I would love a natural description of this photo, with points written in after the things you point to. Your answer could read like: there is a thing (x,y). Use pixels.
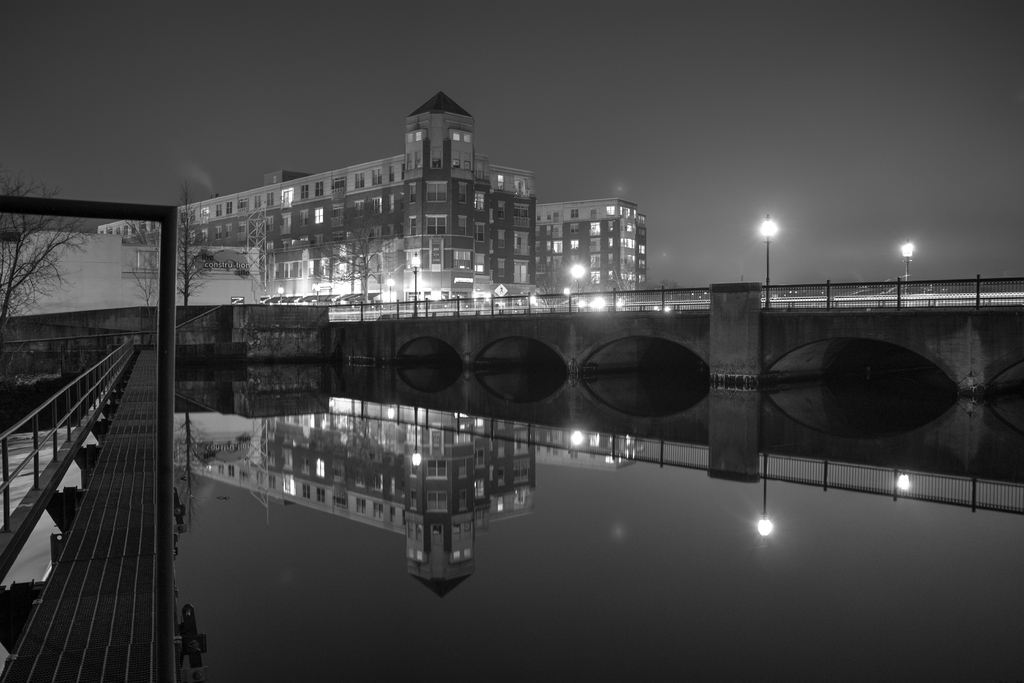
In this picture there is water (982,538) at the bottom side of the image (338,564) and there is a bridge (77,594) in the center (558,297) and on the left side of the image (286,232), there is a huge building (317,213) in the center of the image (537,253), on which there are many windows (271,199), there are lamp poles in the center of the image (389,285) and there are trees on the left side of the image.
